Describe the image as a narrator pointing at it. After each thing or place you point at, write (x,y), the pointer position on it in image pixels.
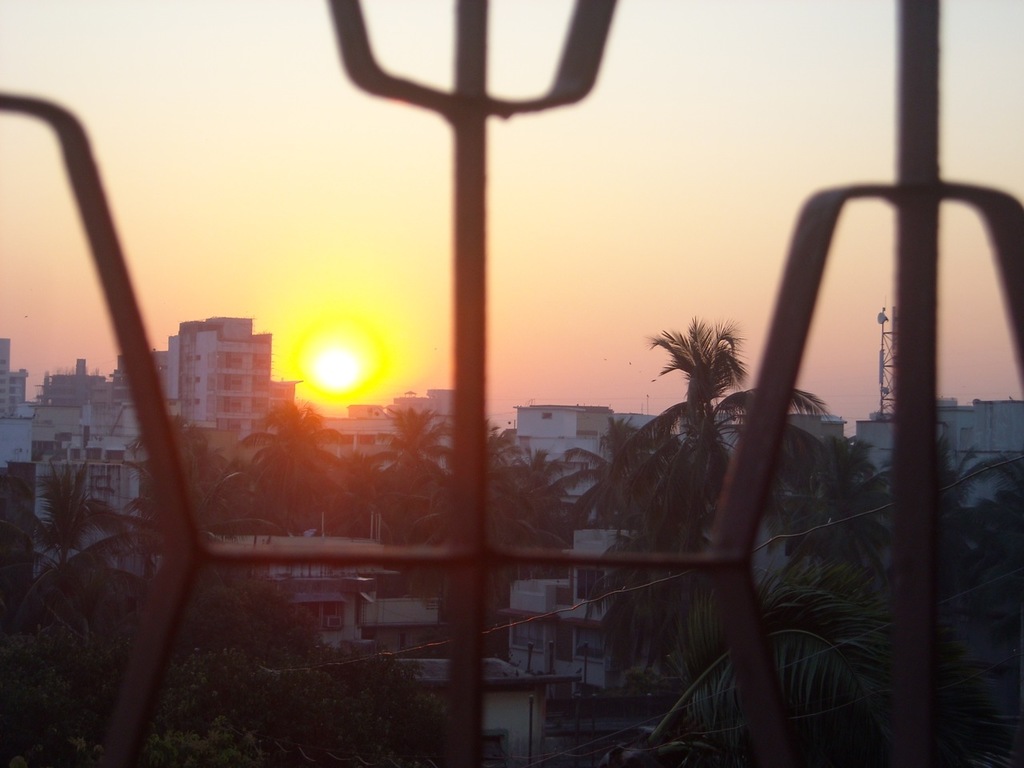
In this image I can see buildings (240,438), trees (382,468) and a tower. In the background (591,240) I can see the sun (332,340) and the sky (332,340).
